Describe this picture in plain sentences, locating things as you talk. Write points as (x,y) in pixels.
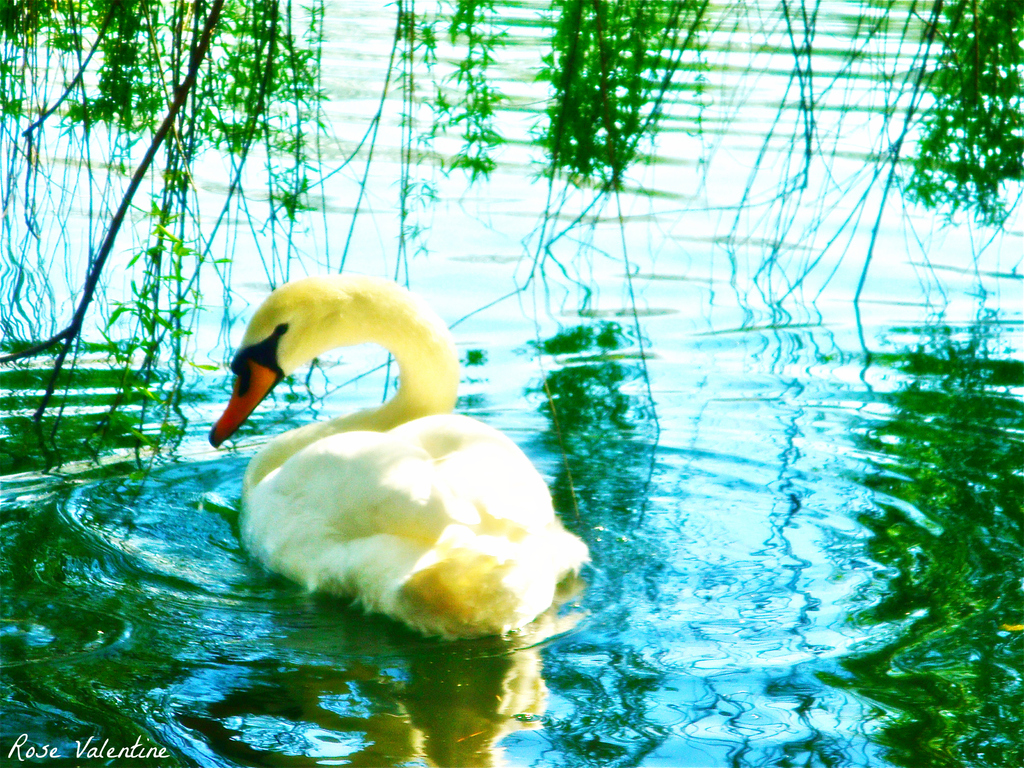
In this picture there is a white color swan (325,539) in the water pond (530,681). In the front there are some green plants (940,109).
